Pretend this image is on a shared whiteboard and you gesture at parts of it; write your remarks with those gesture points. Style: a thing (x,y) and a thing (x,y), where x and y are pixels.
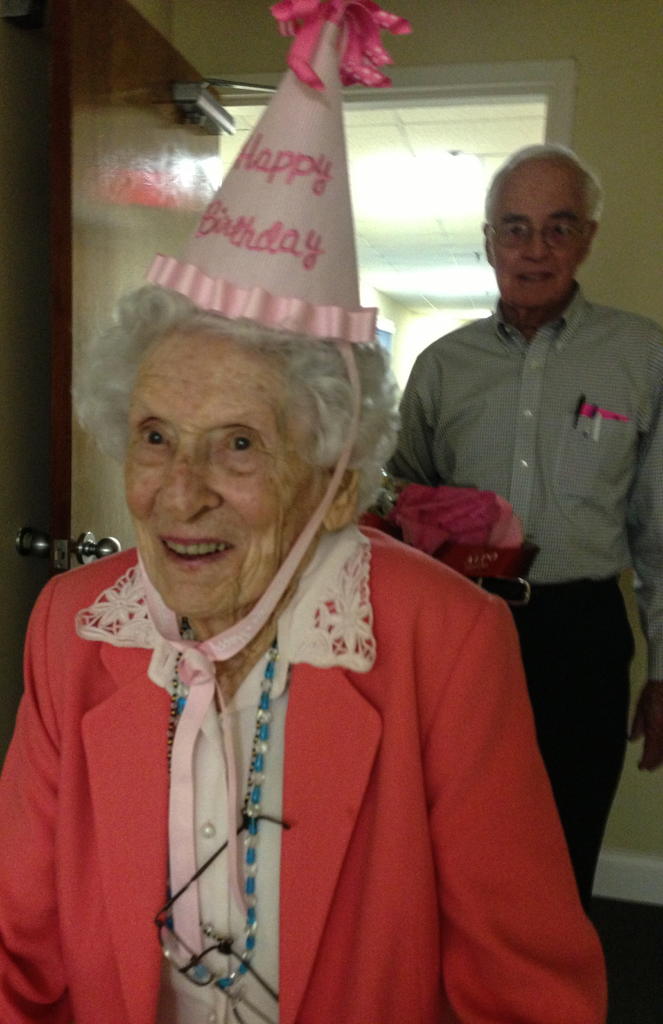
In this image I can see two people (284,905) with different color dresses (380,661) and one person (220,379) with the birthday-cap (267,254). In the background (58,365) I can see the door (100,279) and the ceiling (429,196) at the top (405,161).
